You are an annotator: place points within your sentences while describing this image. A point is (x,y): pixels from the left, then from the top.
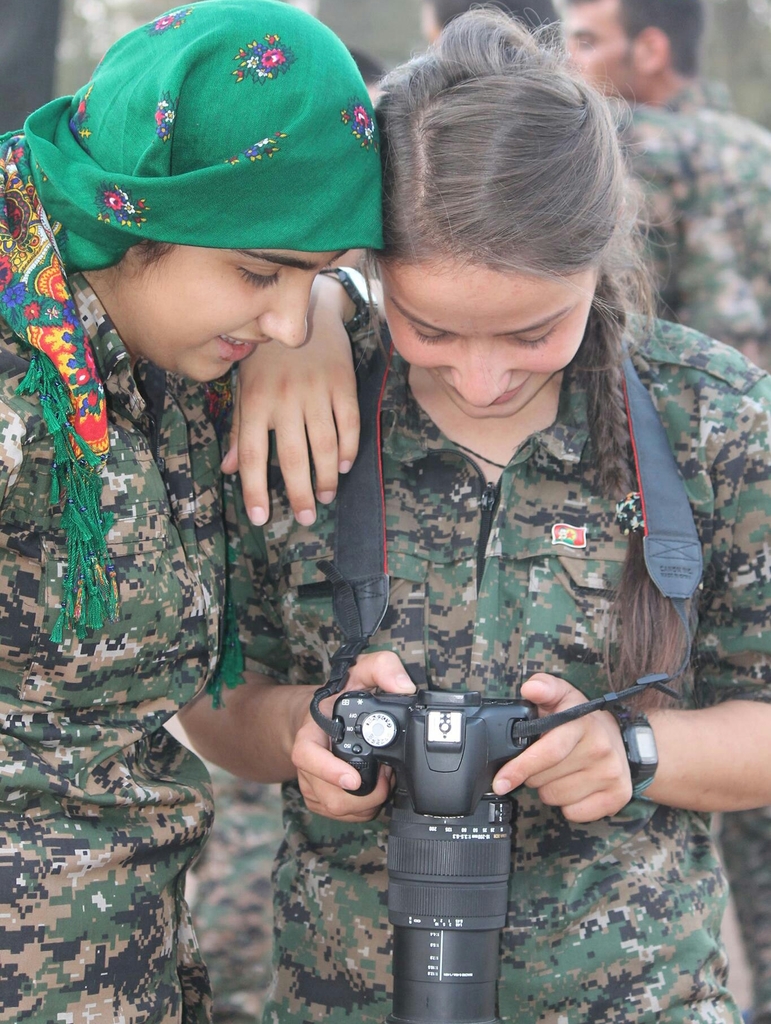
In the foreground of this picture (376,539) we can see the two persons (107,569) wearing uniforms (598,545) and standing and we can see a camera (484,763). In the background (657,139) we can see the group of persons (691,157) wearing uniforms (698,187) and some other objects (87,31).
